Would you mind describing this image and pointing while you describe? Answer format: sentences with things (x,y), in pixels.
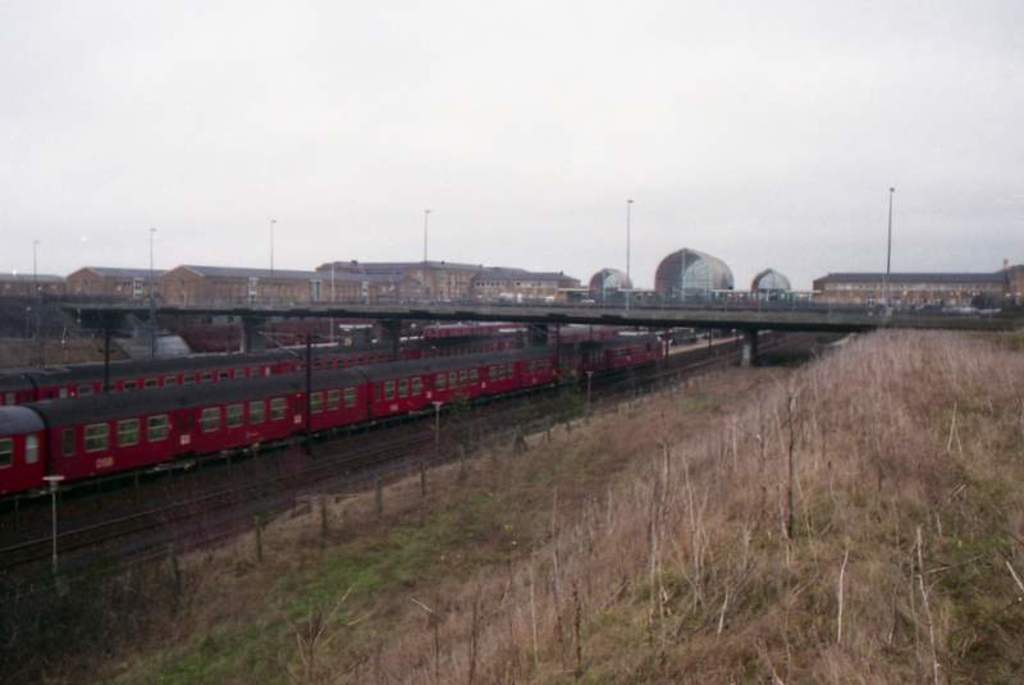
In the picture we can see a train (156,367) and beside the train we can see some tracks (614,381) and on it we can see a bridge (751,307) with railing (620,303) and poles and on the either sides of the train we can see grass surfaces (699,482) and in the background (428,294) we can see some buildings (613,282) and sky (599,166).
